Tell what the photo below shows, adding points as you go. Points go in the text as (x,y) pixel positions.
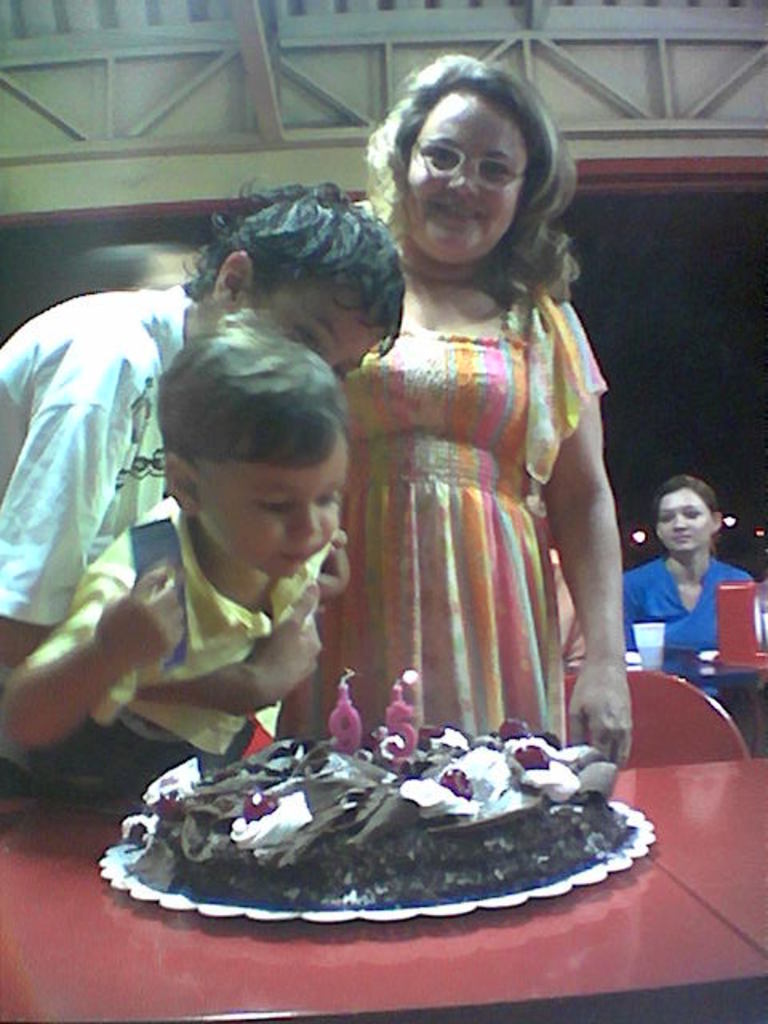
In the image we can see there are people (711,544) standing and some of them are sitting, they are wearing clothes (184,611). We can even see a child (176,598), here we can see a chair (687,725) and a table (612,921), on the table (405,926) we can see the food item (399,854).
